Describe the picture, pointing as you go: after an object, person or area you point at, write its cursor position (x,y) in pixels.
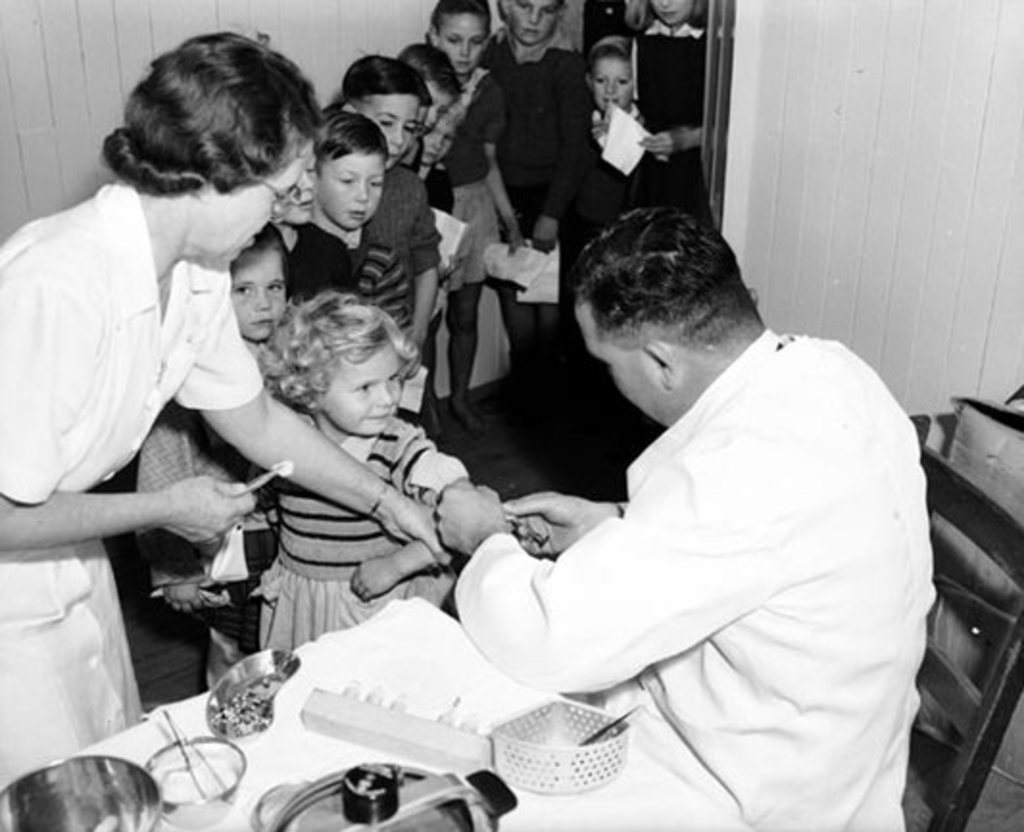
It is a black and white picture there are group of kids (412,183) standing in a queue (342,185) and in the front (609,573) the doctor (602,559) is giving vaccination to the kids (383,456), beside the doctor (623,556) on a table (594,803) there are some medical equipment (311,723) and there is a nurse (101,344) standing beside the doctor (461,499) and helping him to give the vaccination.
